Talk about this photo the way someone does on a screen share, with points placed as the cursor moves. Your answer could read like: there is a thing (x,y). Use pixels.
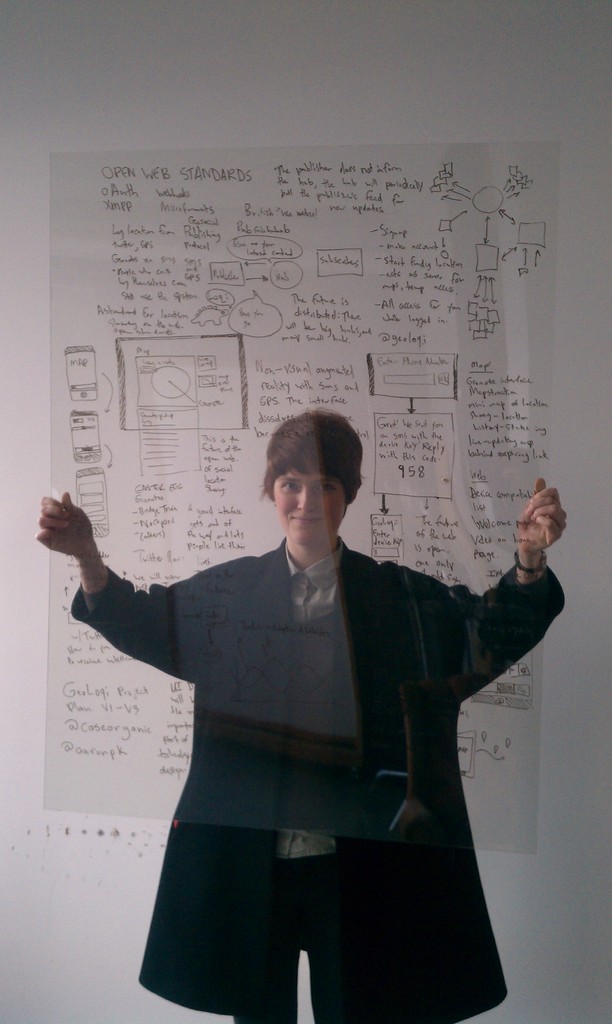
In this image in front (171,920) there is a person (284,648) holding the transparent sheet (202,657). In the background of the image (290,47) there is a wall (209,27).
